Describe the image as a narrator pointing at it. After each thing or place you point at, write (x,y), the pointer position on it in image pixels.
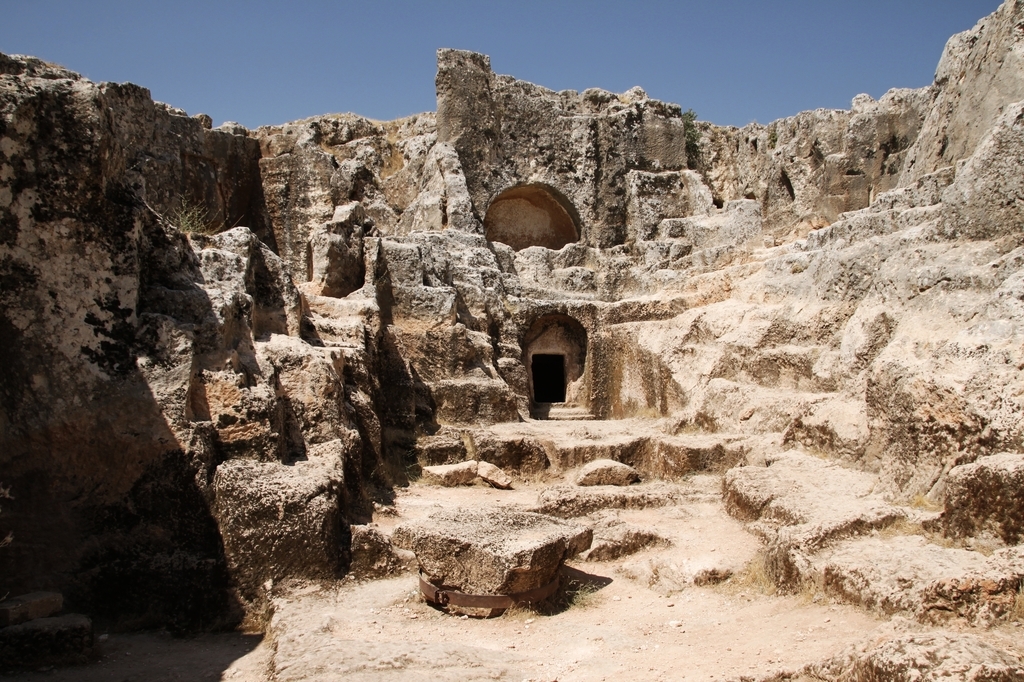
In this image I can see a huge rock mountain (317,286) and something is carved on the rock (535,288). In the background (312,92) I can see the sky (530,68).
